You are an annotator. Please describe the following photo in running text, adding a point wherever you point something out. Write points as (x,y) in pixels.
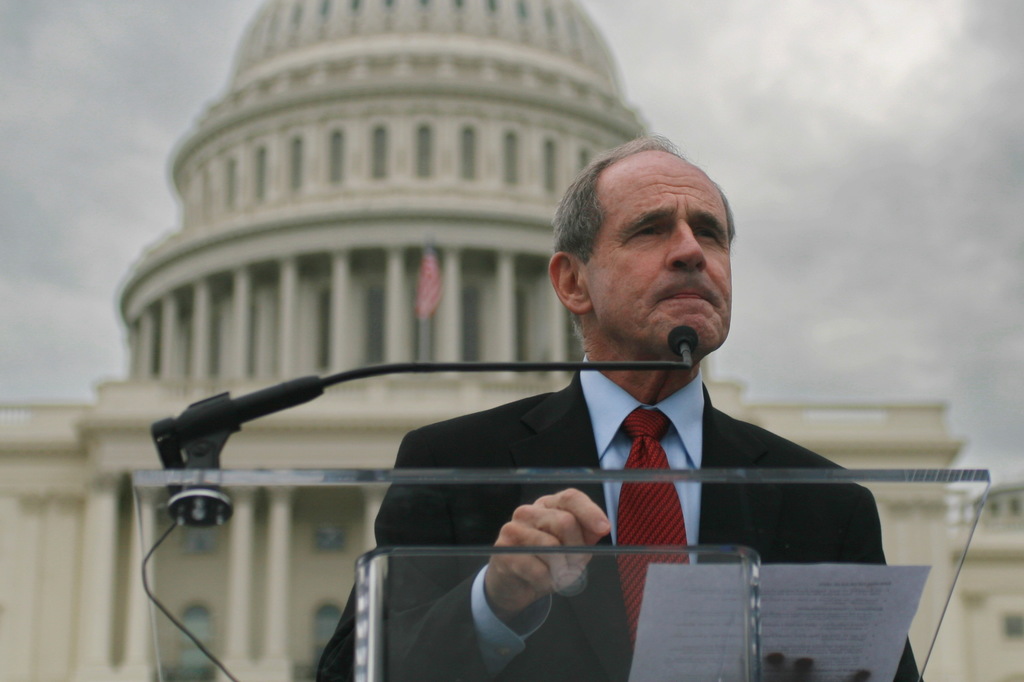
As we can see in the image in the front (705,350) there is a man (643,345) wearing black color jacket (590,430) and holding a paper (686,632). In the background (358,242) there is a building (505,294), flag (425,281) and sky (818,74).
